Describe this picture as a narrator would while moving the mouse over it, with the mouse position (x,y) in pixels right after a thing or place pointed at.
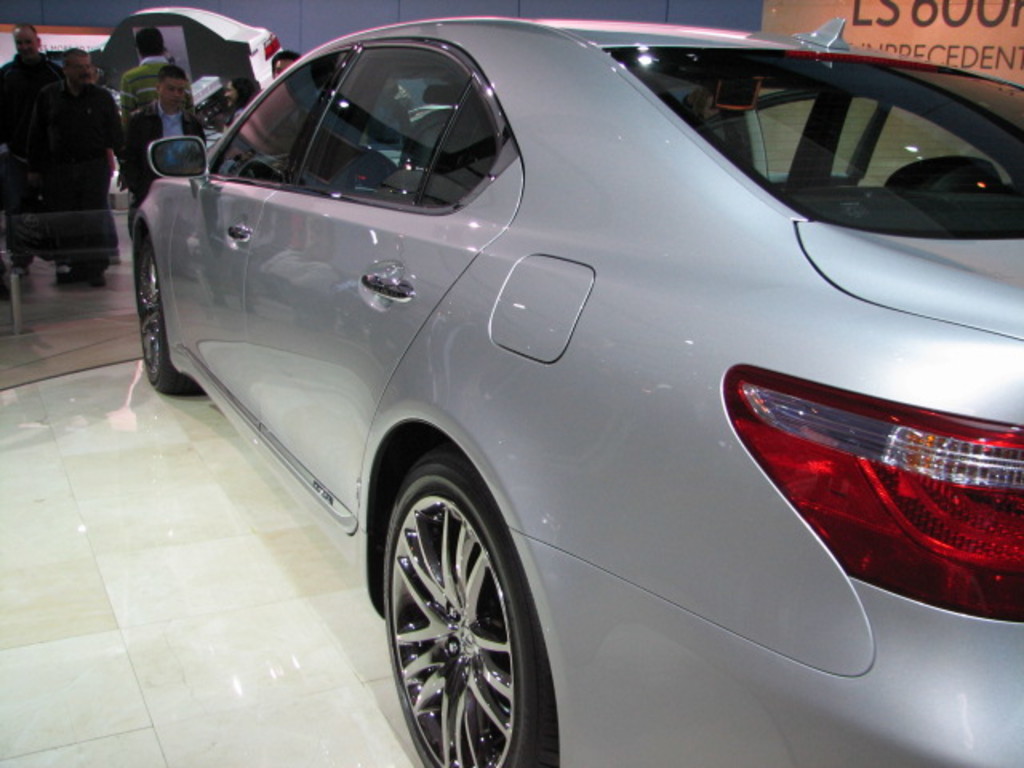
In this picture we can see a car (978,383) and a group of people (58,108) standing on the floor (164,471) and in the background (931,19) we can see banners (946,20) on the wall (233,13).
